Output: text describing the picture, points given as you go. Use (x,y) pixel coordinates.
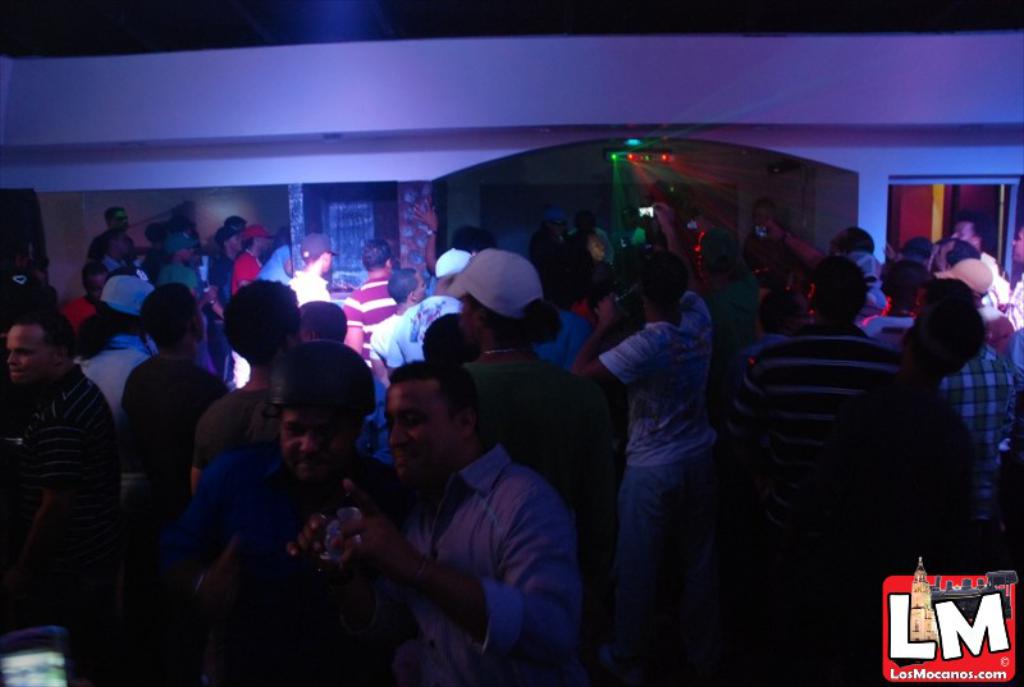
In this picture we can see the people (970,492), lights (669,159). In the bottom right corner of the picture (1013,661) we can see watermark (883,586). Bottom portion of the picture (703,592) is dark.
